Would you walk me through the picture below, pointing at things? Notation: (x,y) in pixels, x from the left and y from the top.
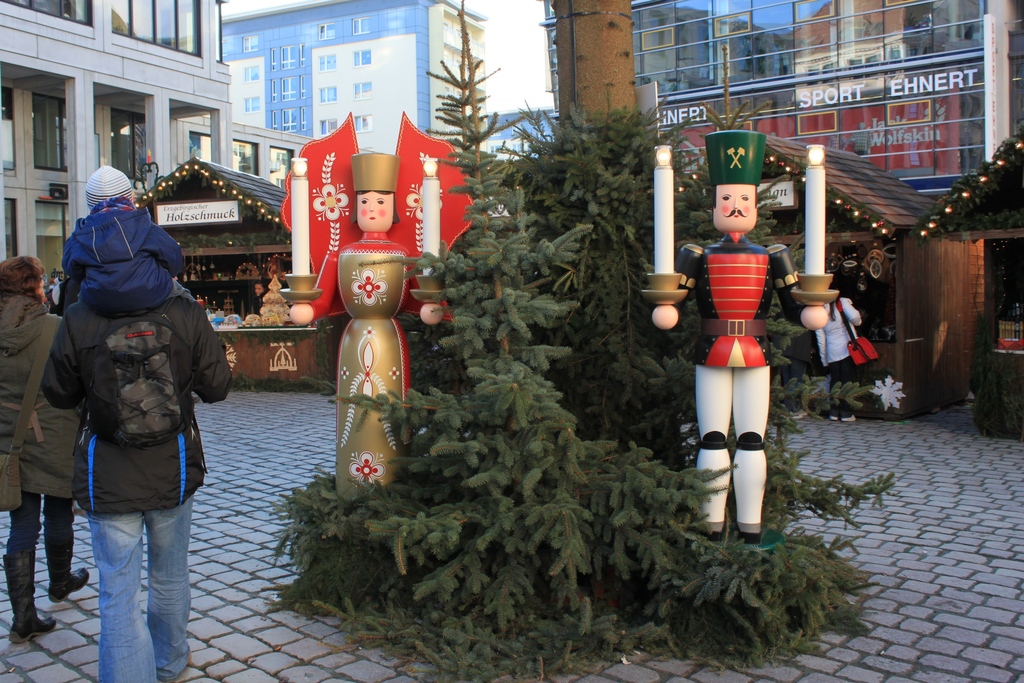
In this image we can see there are people (46,403) walking on the floor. And there are statues (302,177) and tree (579,476) on the floor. At the back (233,92) there are buildings (246,88) and huts (927,316), in the huts (1003,209) there are few objects (269,296). And there is the sky (522,48) in the background (520,60).
